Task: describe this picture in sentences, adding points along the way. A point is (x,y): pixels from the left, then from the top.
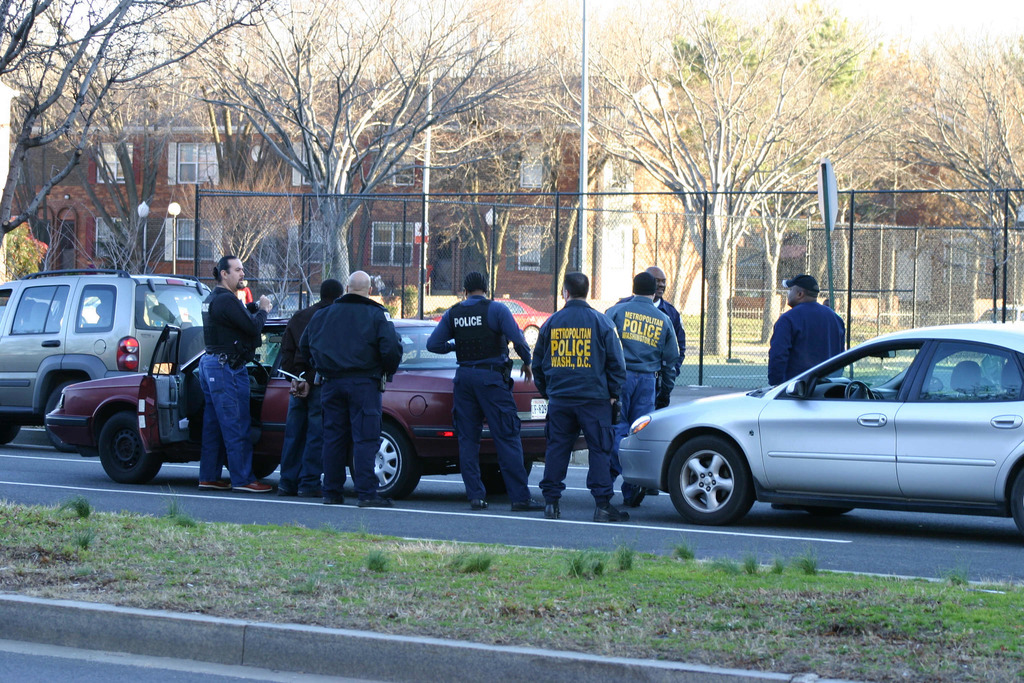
In this image in the front (519,610) there's grass (540,594) on the ground (470,567). In the center (398,352) there are persons (448,345) standing and there are vehicles (916,416) on the road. In the background (586,261) there is a fence (484,259), there are trees (959,171) and buildings (654,202) and poles (582,170).
